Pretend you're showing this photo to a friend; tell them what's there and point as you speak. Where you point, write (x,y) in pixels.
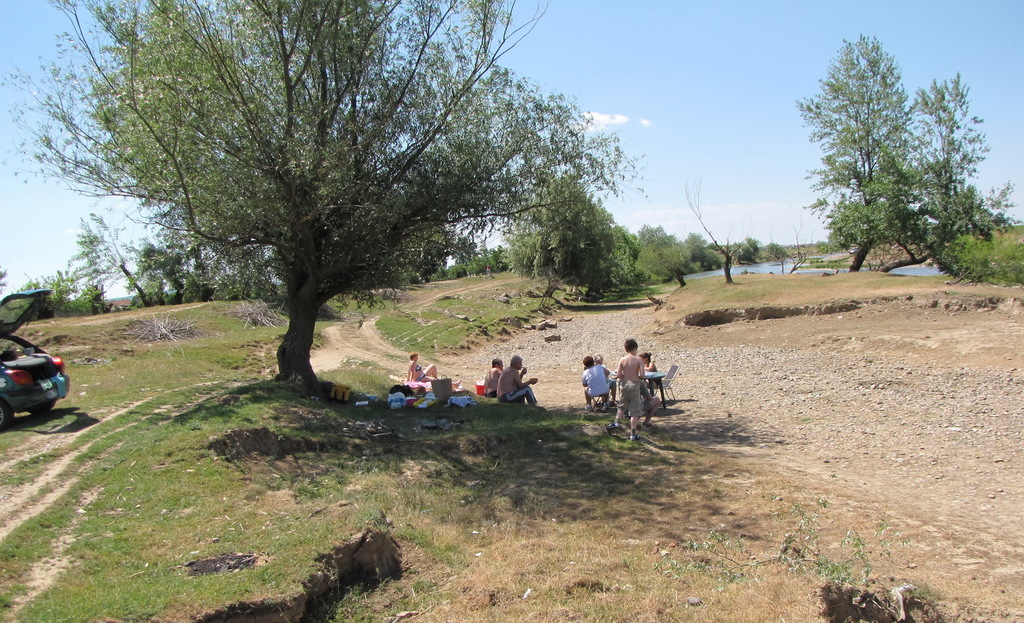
In this image in the center (588,384) there are some people (487,396) who are sitting, and in the foreground (413,164) and background (893,217) there are some trees (257,270). At the bottom (175,417) there is sand (775,344) and grass (497,486), and in the background (758,265) there is one small pond (778,262). On the left side (27,359) there is one car (32,347), on the top of the image (629,77) there is sky (573,67).
